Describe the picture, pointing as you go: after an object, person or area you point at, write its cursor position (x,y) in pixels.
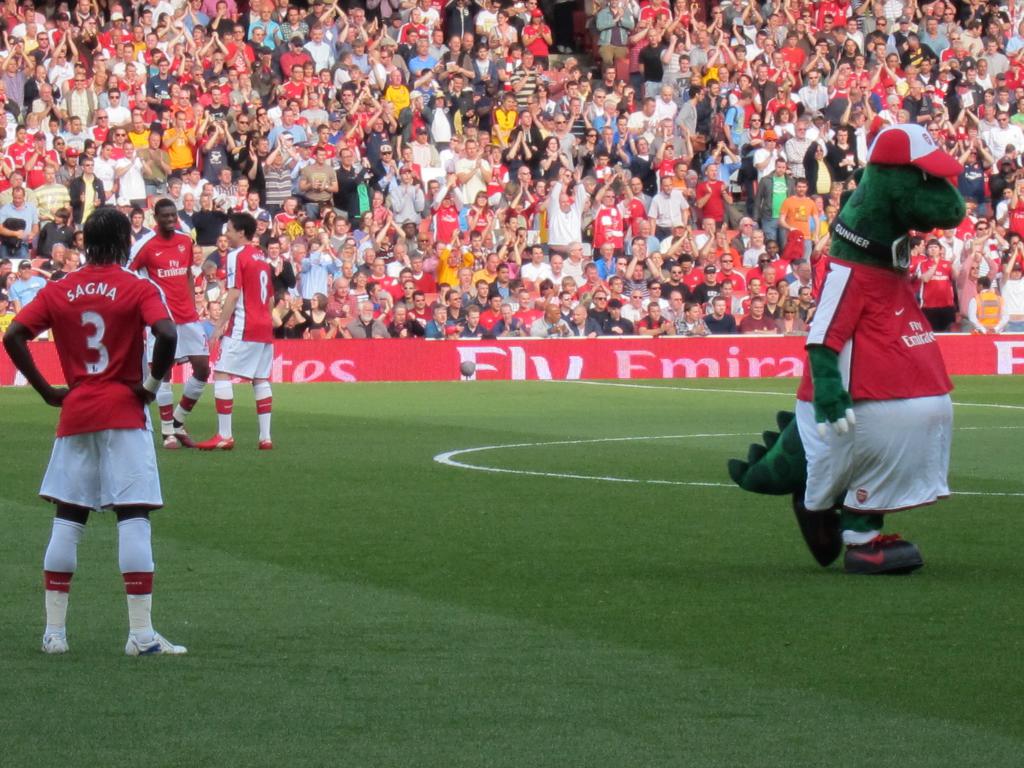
This picture describes about group of people (432,212), few people (458,309) are seated and few are standing, and also we can find few hoardings (691,372) and grass (582,524).
